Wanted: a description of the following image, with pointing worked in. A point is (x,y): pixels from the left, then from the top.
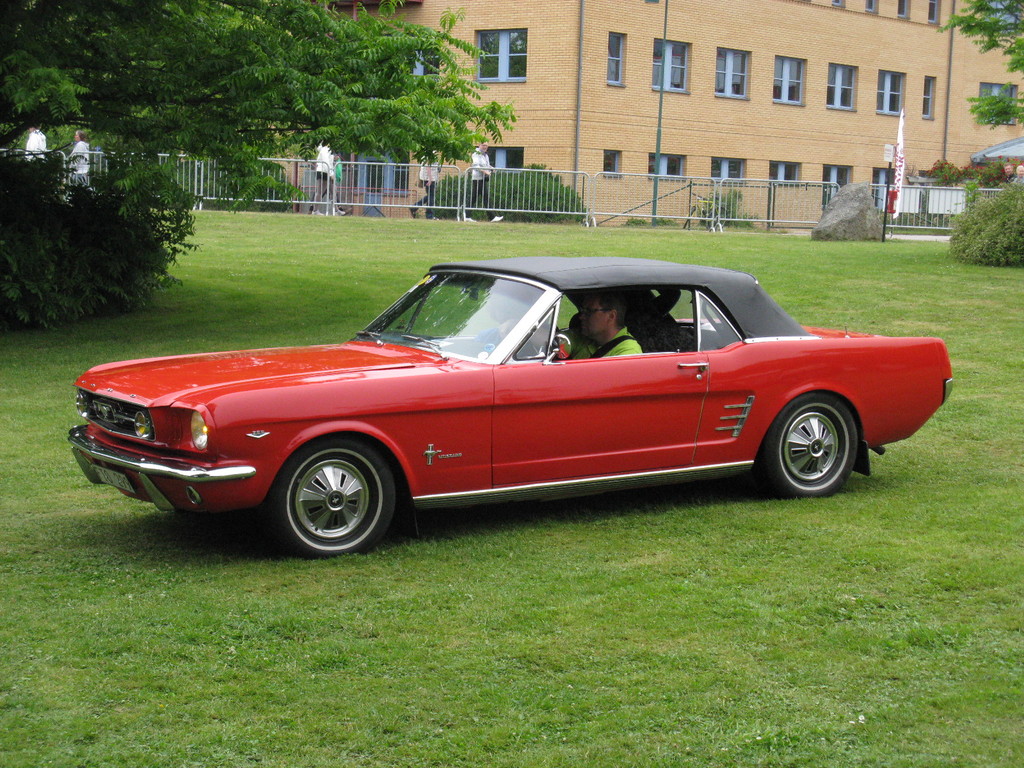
As we can see in the image there is grass (386,692), red color car (515,364), plants (76,282), fence (524,191), few people (429,168) here and there, trees (260,64), building (717,69) and windows (681,71).
